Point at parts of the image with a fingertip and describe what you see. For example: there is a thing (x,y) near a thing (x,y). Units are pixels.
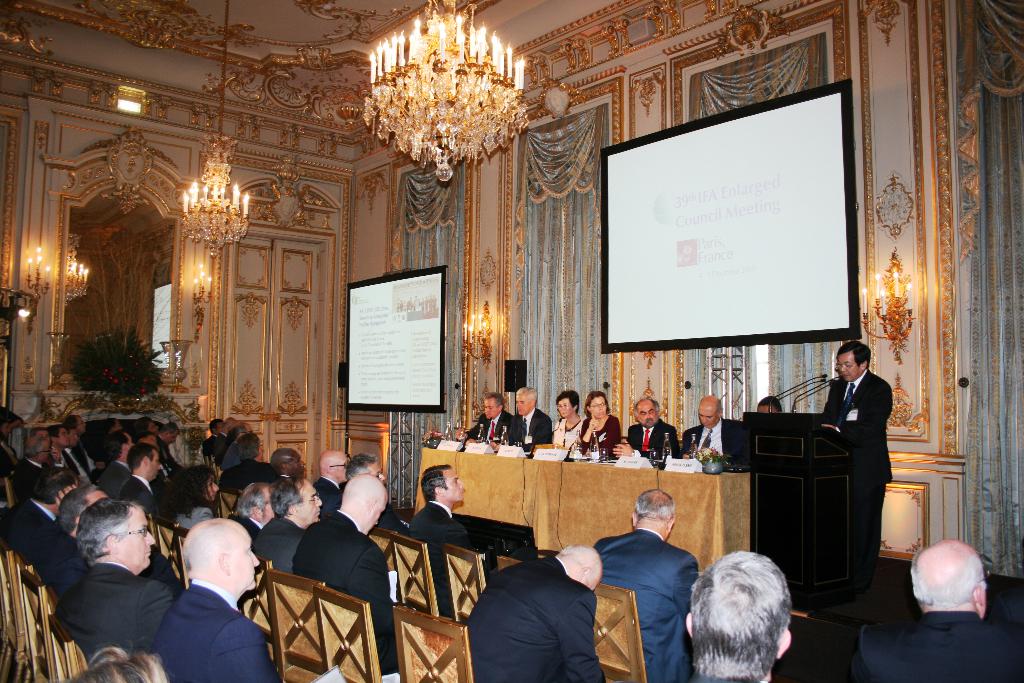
people (344,530) are listening to a man (855,376) who's speaking at a podium (838,500) and there are few other people (732,451) on the stage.
